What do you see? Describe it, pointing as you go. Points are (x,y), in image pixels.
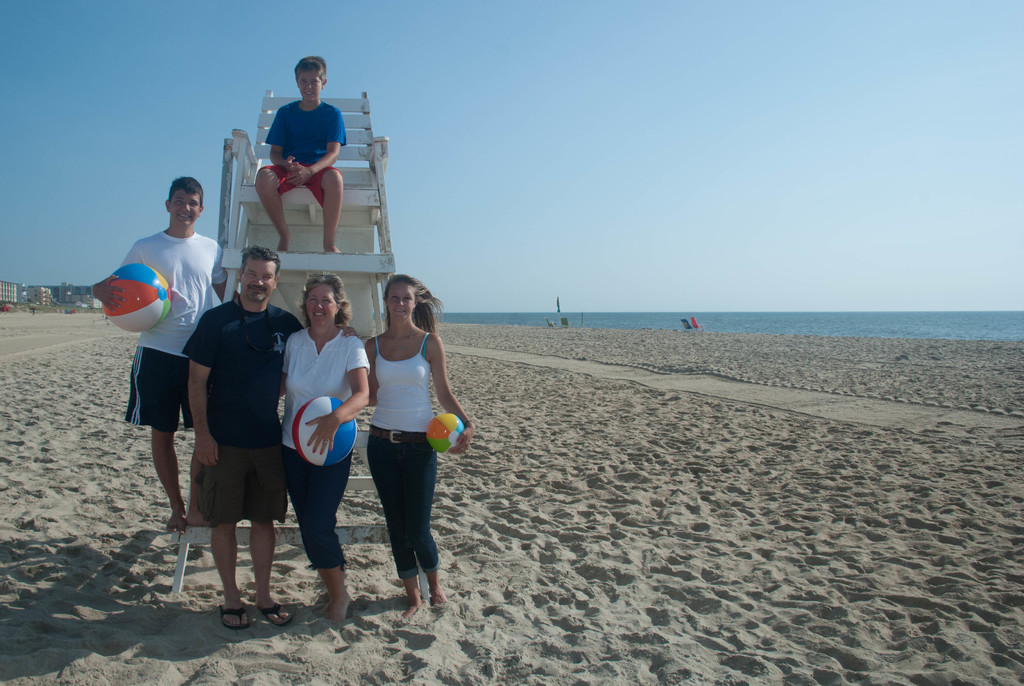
This image is taken in the beach (487,367). In this image we can see two men (217,326) standing and smiling. We can also see two women (359,378) holding the balls (451,436) and standing. There is a boy (322,105) sitting on a white color object (348,242). We can also see the man (192,278) holding the ball (135,308). In the background (912,322) we can see the buildings (13,290), chairs (693,323), water (925,315). We can also see the sky (641,131) and at the bottom (615,603) there is sand (668,625).
